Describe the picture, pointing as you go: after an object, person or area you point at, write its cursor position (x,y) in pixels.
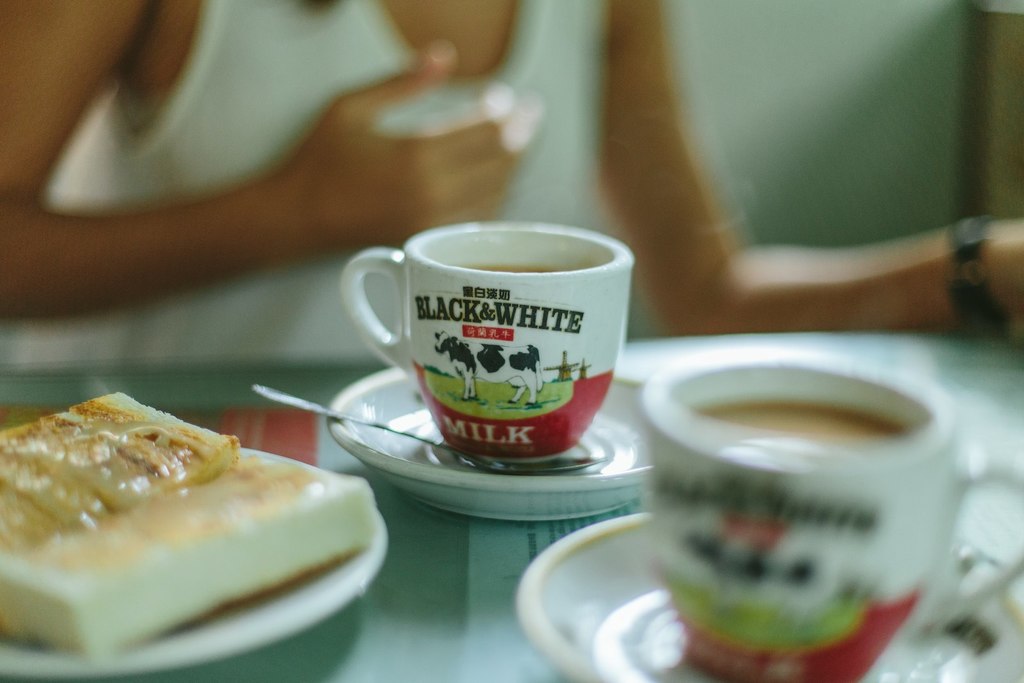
In this image, we can see a table (434,588) contains plate (254,619) with some food (170,519) and cups (492,322) with saucers (434,482). In the background (268,261), we can see a person (528,51) whose face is not visible.
